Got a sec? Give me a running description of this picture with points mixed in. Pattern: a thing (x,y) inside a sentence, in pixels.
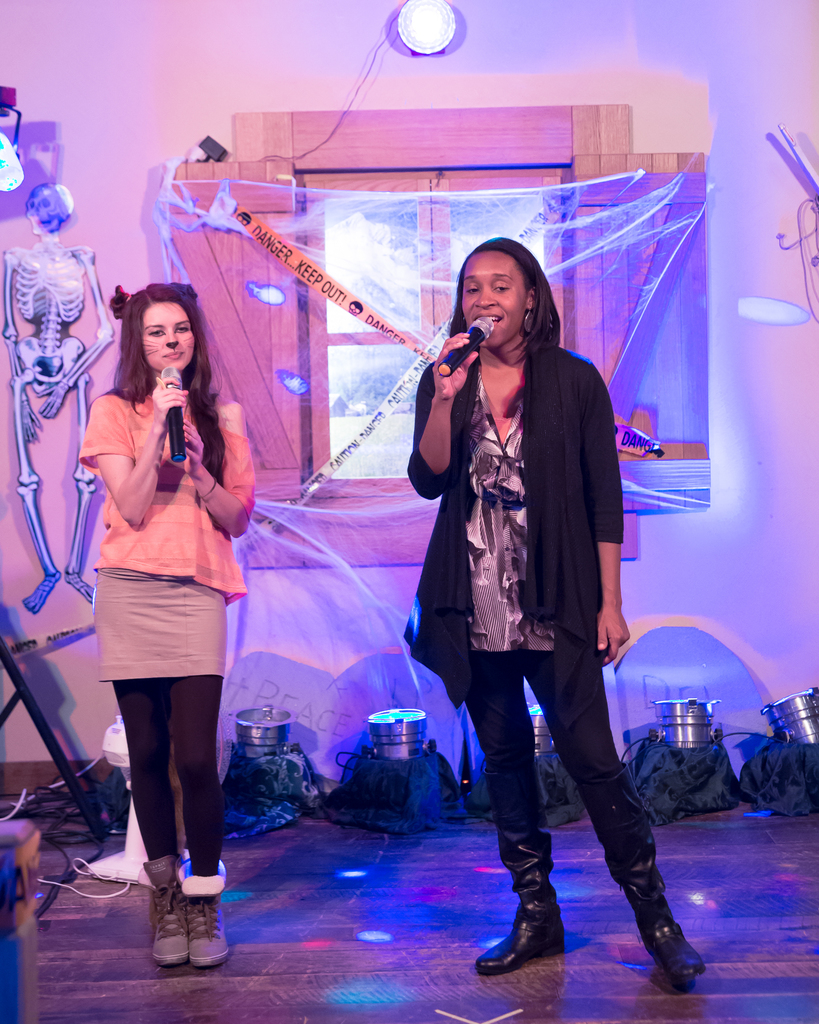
In the image we can see two women (504,560) standing, wearing clothes (220,812) and they are holding a microphone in their hands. Here we can see lights (402,709), window (447,298) and a skeleton (86,392) stick to the wall (1,357). We can see cable wires (79,892) and wooden surface (377,906).
